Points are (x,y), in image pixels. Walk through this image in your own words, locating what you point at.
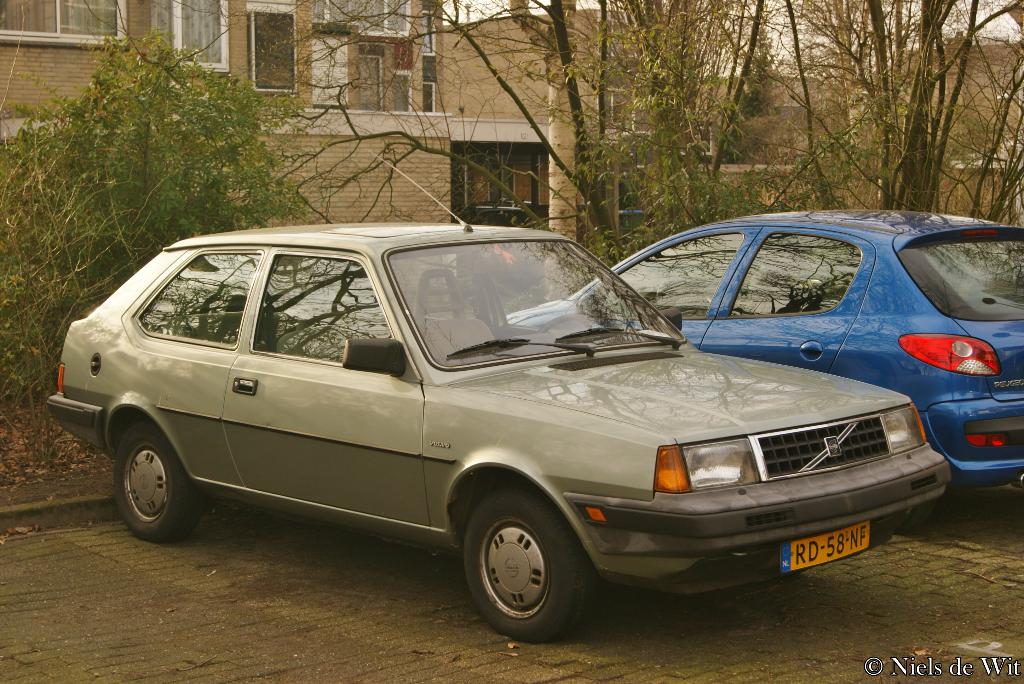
This image is taken outdoors. At the bottom of the image (177,598) there is a floor (293,610). In the background (583,30) there are a few buildings (370,178) with walls (362,127), windows (85,25), a door (476,177) and roofs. There are a few trees (113,187) and plants (842,166) with green leaves (653,109), stems (561,108) and branches (552,53). In the middle of the image (552,376) two cars (641,444) are parked on the floor (768,586).
